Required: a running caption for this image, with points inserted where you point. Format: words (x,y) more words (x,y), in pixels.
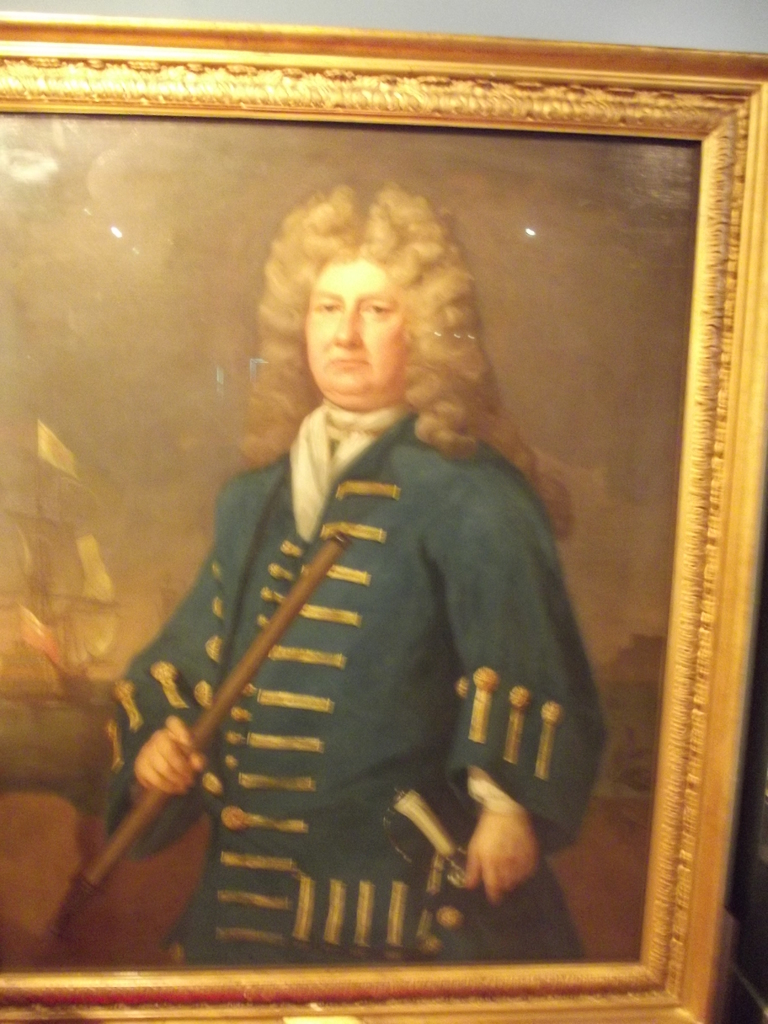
In the foreground (198,255) I can see a person's photo frame (357,659) and a wall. This image is taken may be in a room (522,517).
